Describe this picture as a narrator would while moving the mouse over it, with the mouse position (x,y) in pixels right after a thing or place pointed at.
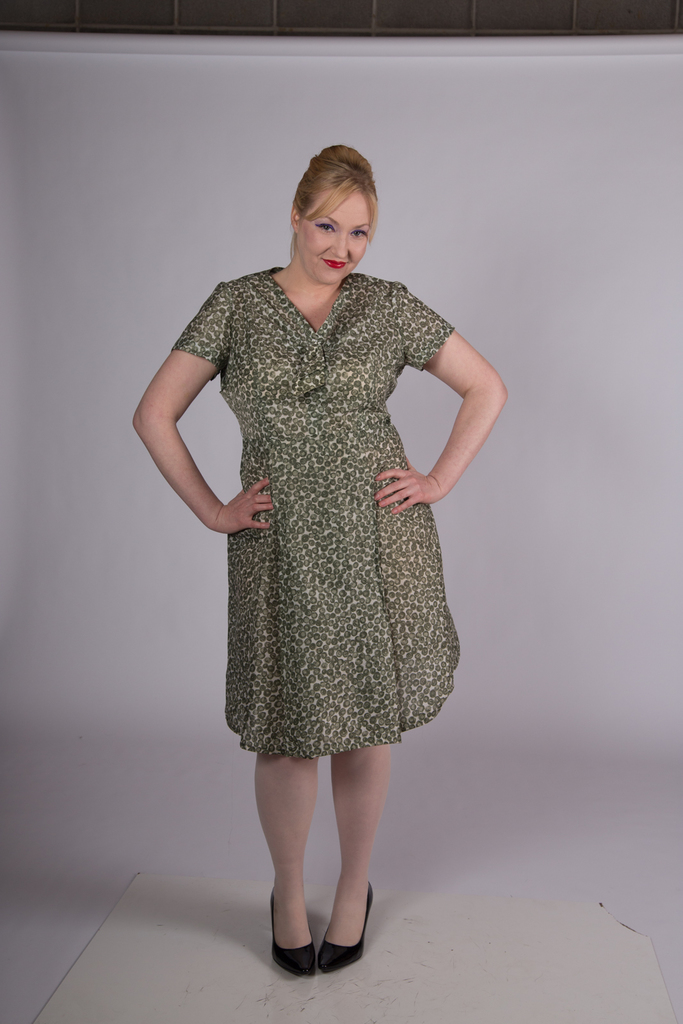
In this image we can see a woman (426,670) standing on the floor (397,954). On the backside (196,412) we can see a wall (227,411).
